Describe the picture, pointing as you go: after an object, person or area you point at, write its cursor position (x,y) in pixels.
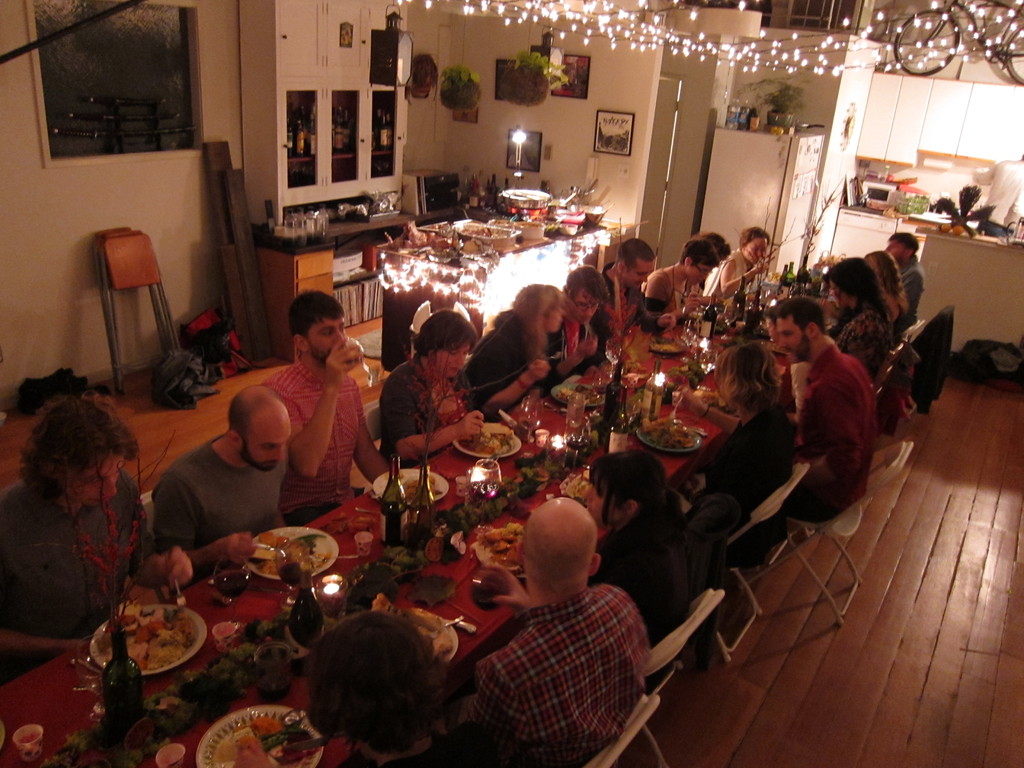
In this, we can see a dining table (457,560). On top of the dining table (509,519), so many food items (185,621) on the plate (195,632). Bottles (384,511), glasses (219,593). Peoples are sat on the chairs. We can see wooden floor (920,650). Here there is a table (510,258). On top of it, so many items (502,209) are placed. Here we can see stools (126,268), white color wall (49,239). On top of the image (651,32), we can see lights (601,28) and bicycle (936,38) here. Here we can see refrigerator (764,176), microwave oven (872,189), cupboards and things (899,193). Here we can see plants (777,108) also, photo frames (621,136).
